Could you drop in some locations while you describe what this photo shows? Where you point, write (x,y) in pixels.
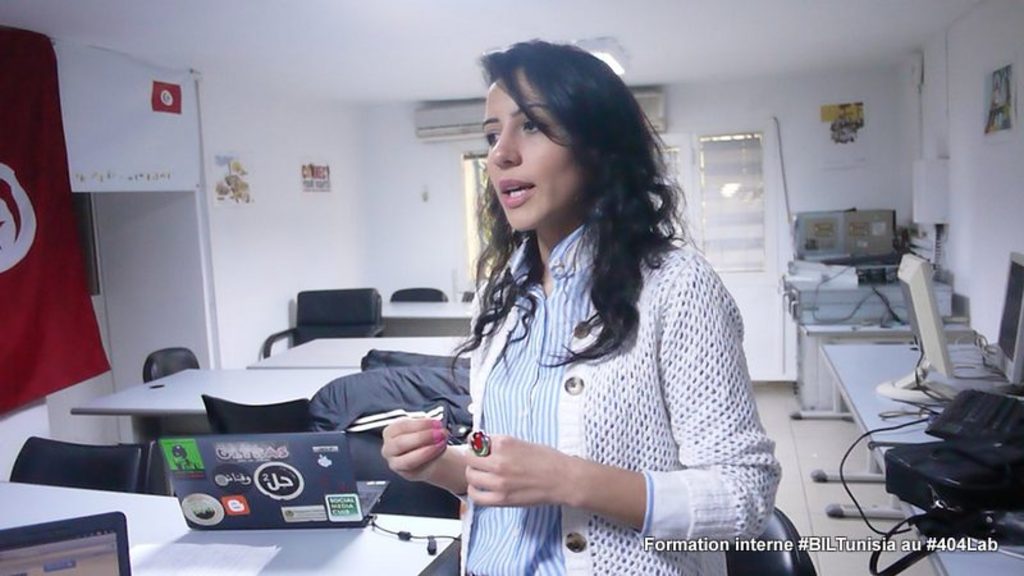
This is the picture of a room (441,157). In this image there is a woman (589,314) standing and talking. There are laptops (58,548) on the table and there are tables (210,572) and chairs (337,294) on the left side of the image (329,312) and there are banners (23,45). At the back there is a window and there is an air conditioner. On the right side of the image (845,228) there are computers (1021,273), keyboards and there are devices (843,303) and there is a bag (980,526) on the tables (974,377). There are frames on the wall (814,197). At the top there is a light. At the bottom (842,442) there is a floor (842,442).
